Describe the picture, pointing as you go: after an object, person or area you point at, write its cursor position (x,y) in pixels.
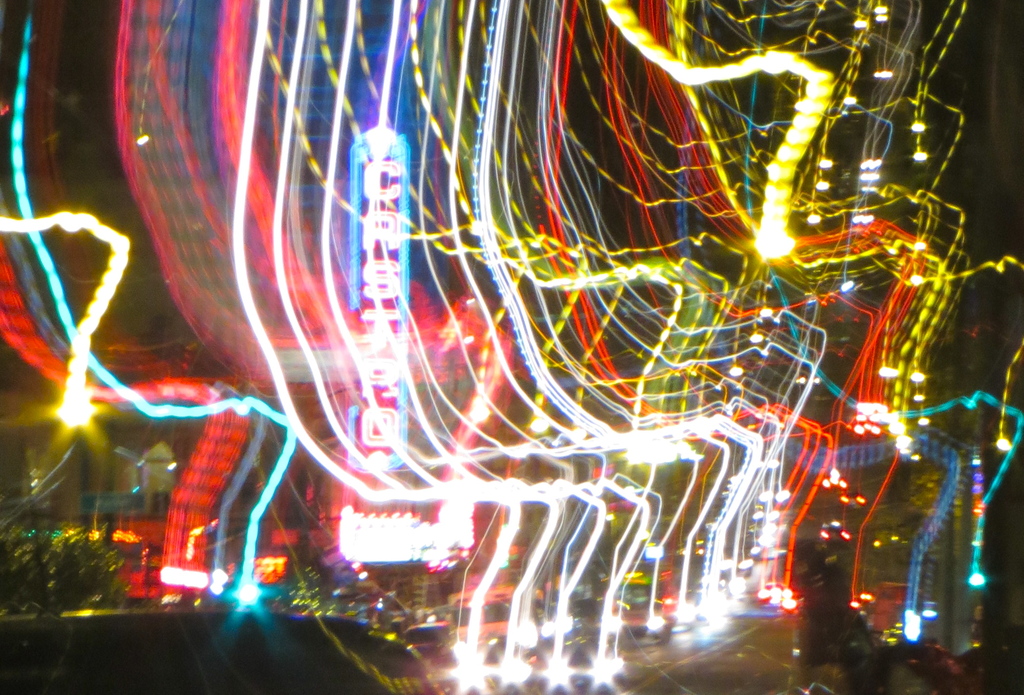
In this picture we can see some lights (576,254) in the front (524,370), at the bottom (689,619) there are some vehicles (520,665) traveling on the road (689,648), in the background (66,531) we can see a hoarding (376,534) and some trees (57,548).
